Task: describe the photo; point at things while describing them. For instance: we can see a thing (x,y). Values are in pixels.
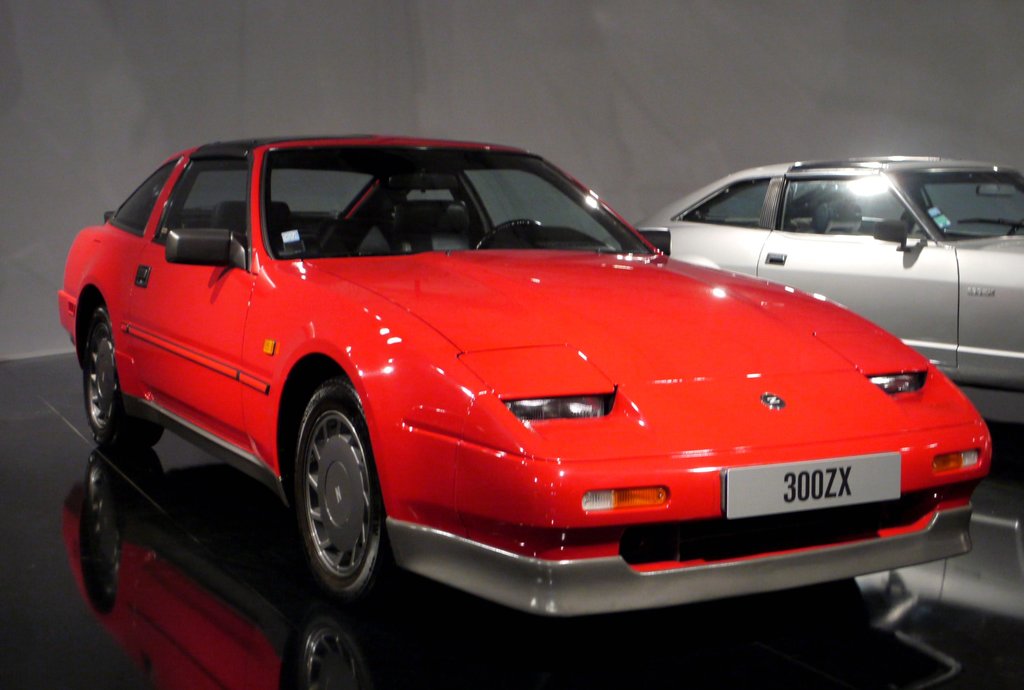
In this image there are cars (757,296) which are red and grey in colour.
